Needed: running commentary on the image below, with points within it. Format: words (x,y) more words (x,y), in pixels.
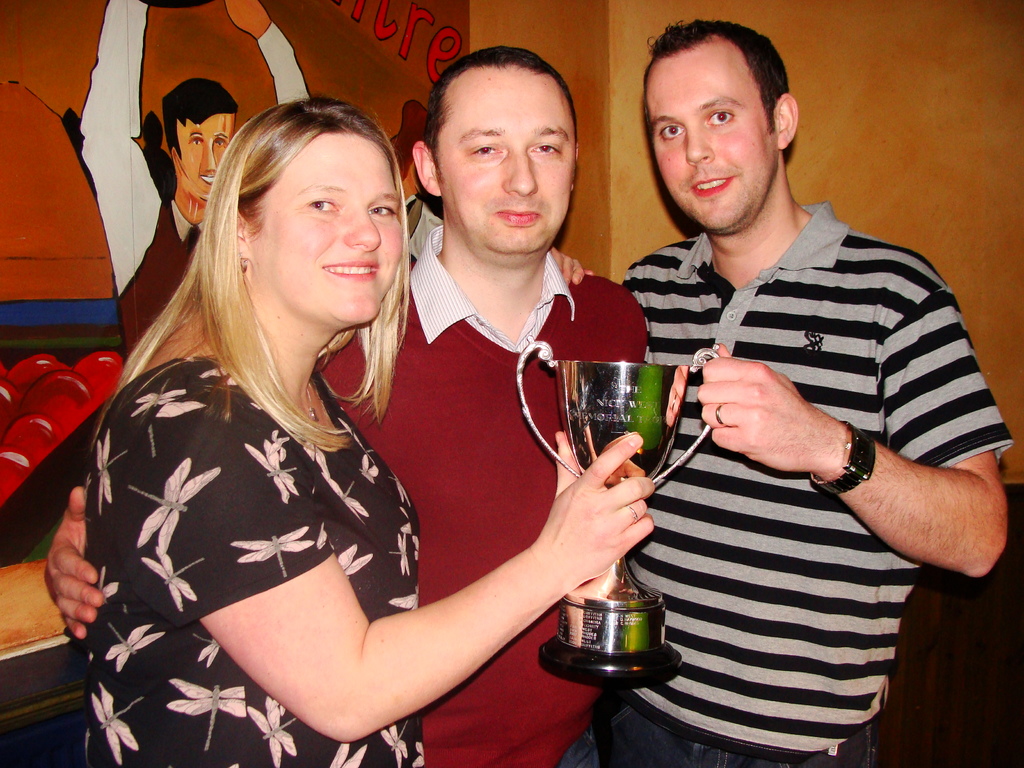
In the center of the image (405,313) we can see three people (537,405) standing and holding a trophy (626,596). In the background (432,9) there is a board (135,343) placed on the wall (543,41).
